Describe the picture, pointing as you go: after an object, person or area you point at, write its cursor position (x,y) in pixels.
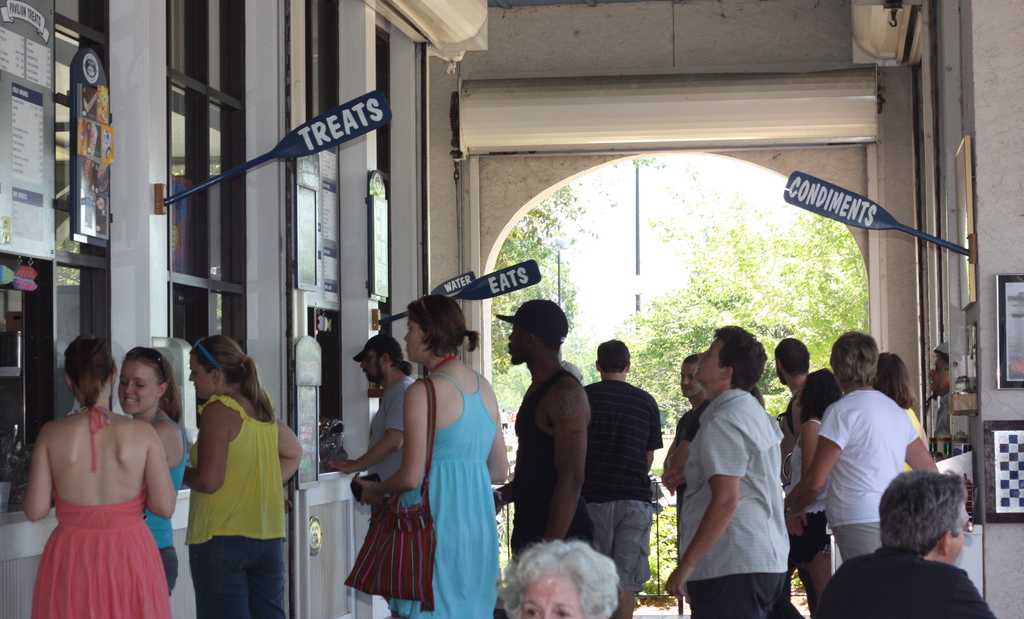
It looks like some restaurant (306,148), there is a huge crowd (154,511) in front of each stall (317,312) in the restaurant (479,240). In the background (579,291) there are many trees (691,277).
